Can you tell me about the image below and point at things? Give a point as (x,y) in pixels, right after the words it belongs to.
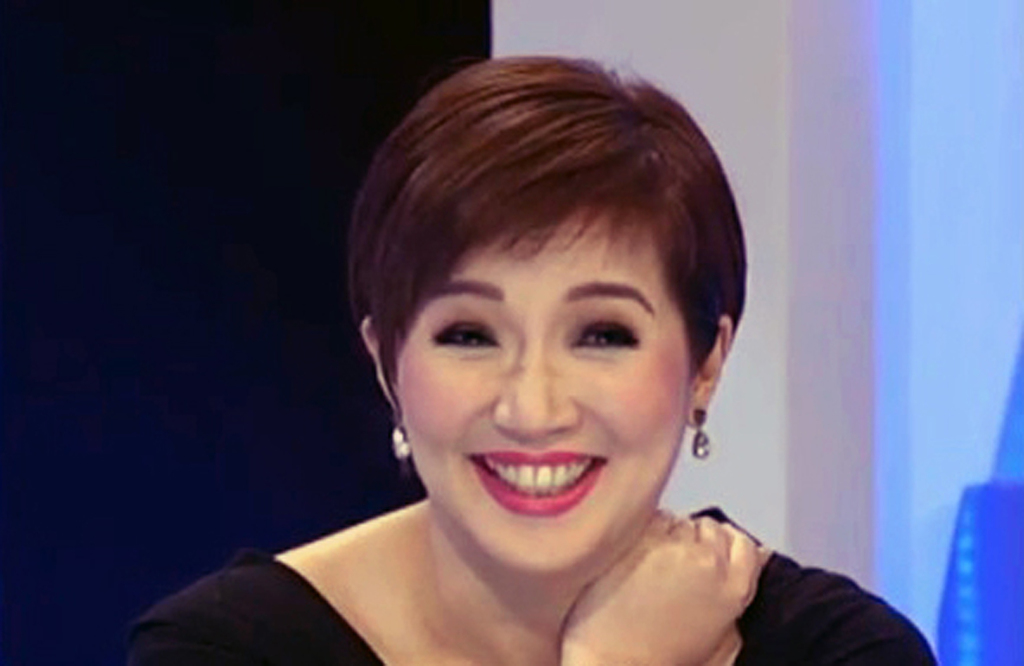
In the center of the image (508,419) we can see a lady (513,513) smiling. She is wearing a black dress (268,618). In the background (740,437) there is a wall (713,95) and a curtain (227,113).
